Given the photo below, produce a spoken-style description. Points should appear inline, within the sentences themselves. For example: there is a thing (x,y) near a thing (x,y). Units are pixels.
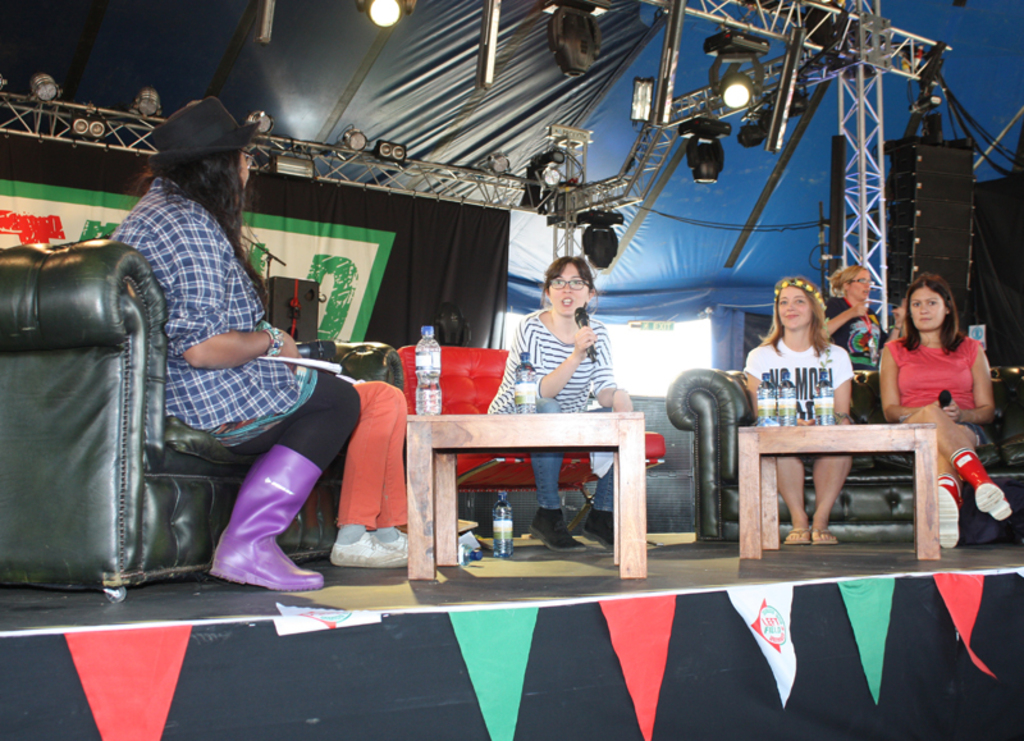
In this picture there are group of girls (968,358) those who are sitting on the stage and there are two tables (446,439) in between them, there is a lady (575,299) who is sitting at the center of the image (558,319) and she is saying something in the mic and there are spotlights (385,154) above the area of the image.
